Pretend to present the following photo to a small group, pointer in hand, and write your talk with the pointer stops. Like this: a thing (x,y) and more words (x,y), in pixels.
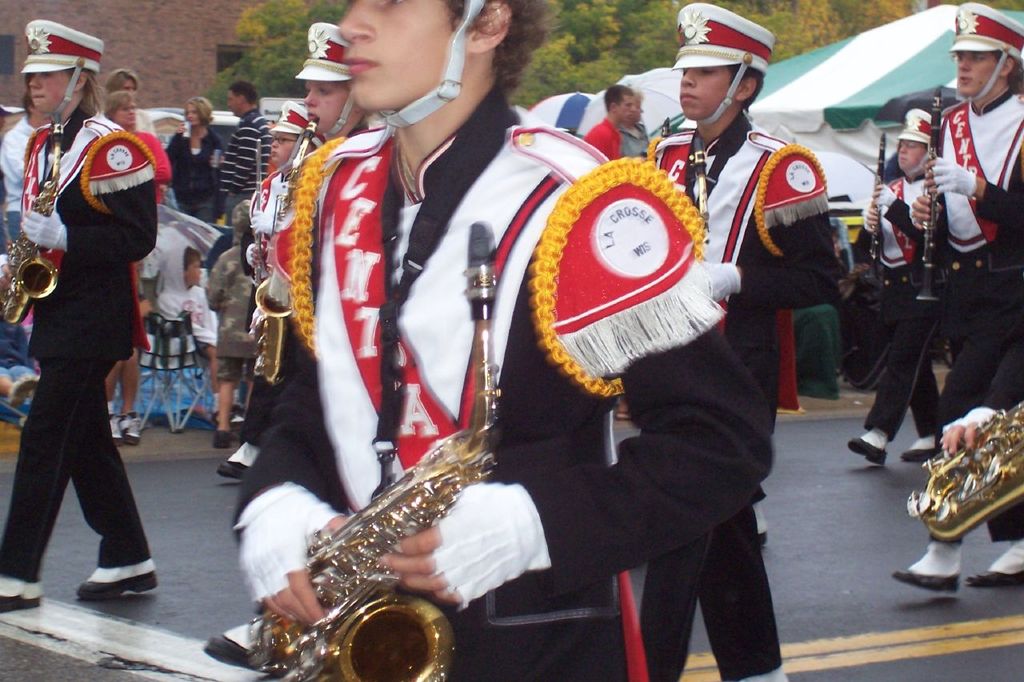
In this picture we can see a group of people (393,461) on the road (828,503) and some people (570,505) are holding musical instruments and in the background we can see a wall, tent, trees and some objects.
